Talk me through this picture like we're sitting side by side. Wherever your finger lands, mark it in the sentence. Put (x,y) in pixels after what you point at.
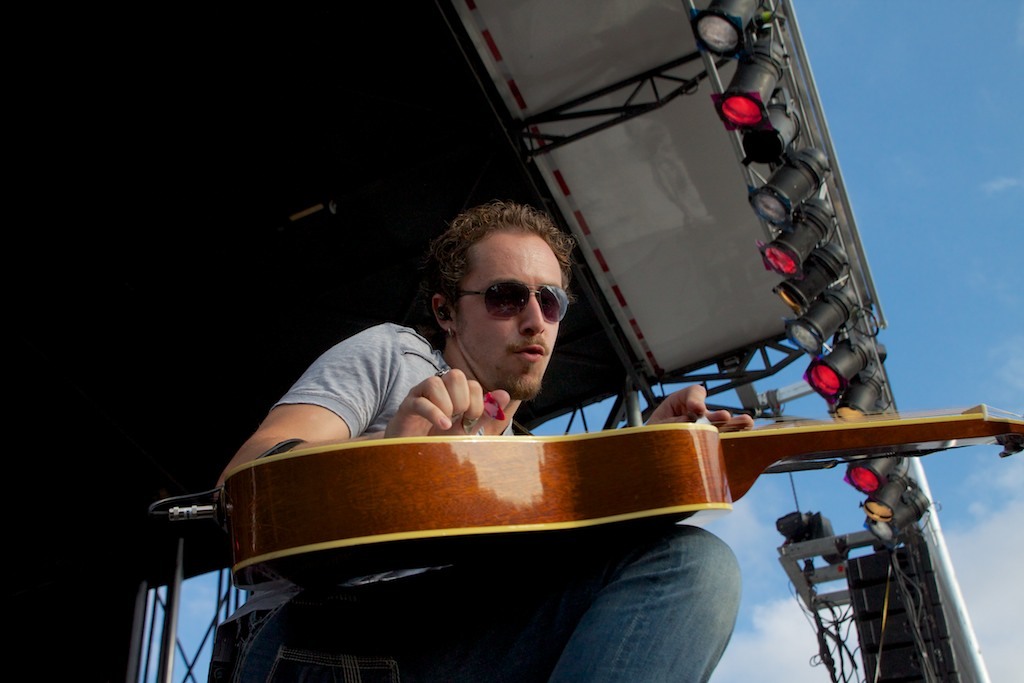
In this picture there is a man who is playing the guitar (382,568), by sitting on the chair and it seems to be a stage view, where there are spotlights (710,29) around the area of the image at the right side (710,12), the person (486,269) who is playing the guitar (264,532) is wearing his sun glasses (511,314).
